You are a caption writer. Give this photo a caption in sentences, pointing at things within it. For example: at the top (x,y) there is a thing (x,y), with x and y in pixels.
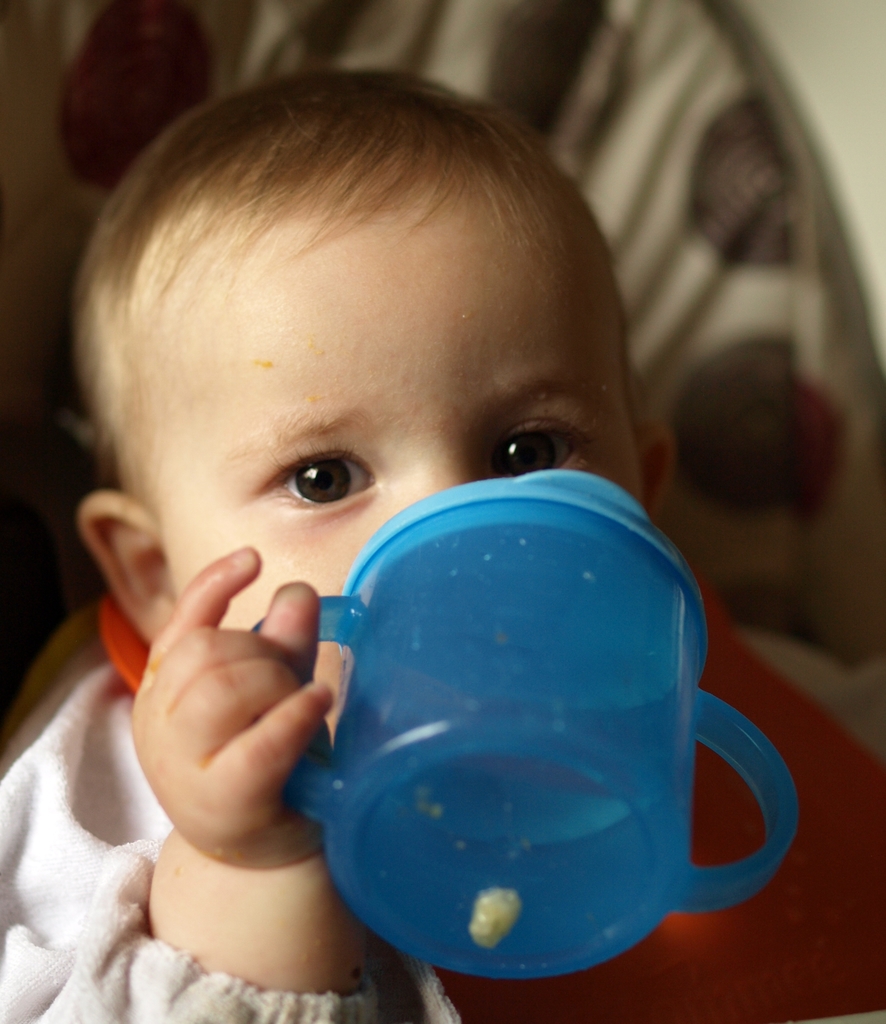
In this image there is a kid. He is holding a cup (510,721) in his hand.
